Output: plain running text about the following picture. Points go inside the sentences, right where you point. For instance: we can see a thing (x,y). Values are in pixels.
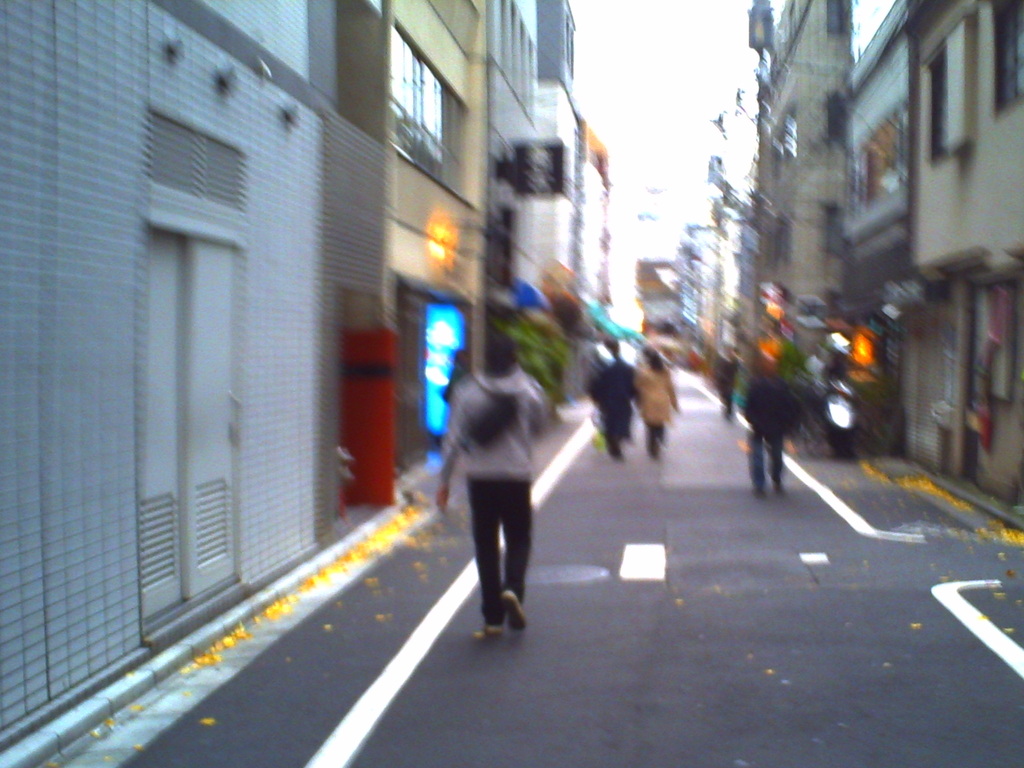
This image is taken outdoors. At the bottom of the image (584,693) there is a road (638,678). At the top of the image (650,29) there is the sky (667,98). On the left (197,356) and right sides of the image there are many buildings (353,284). In the middle of the image (481,500) a few people (485,460) are walking on the road (608,457).
